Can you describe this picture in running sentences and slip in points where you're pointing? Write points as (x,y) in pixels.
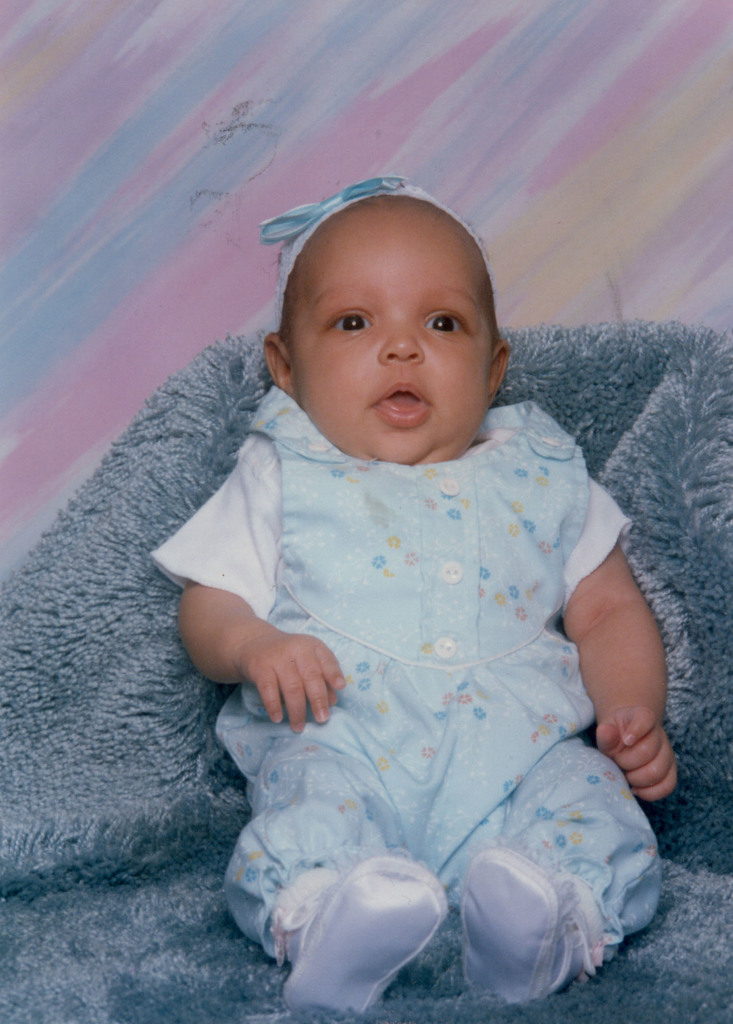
In the center of the image (479,652) we can see a baby (496,781) sitting on the couch (718,489). In the background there is a wall (132,212).
